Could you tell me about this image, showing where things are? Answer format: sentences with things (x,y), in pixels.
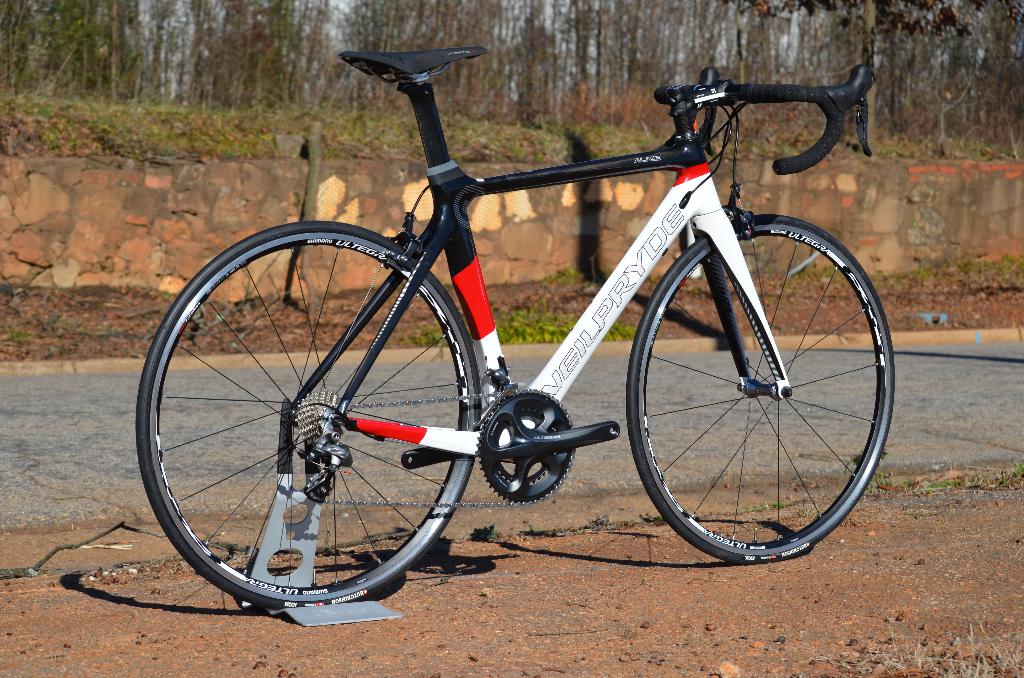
In this image we can see a bicycle (419,437) on the ground (609,655), there are some trees (327,72), grass (212,131) and leaves (124,321) on the ground (544,629), also we can see the road (846,403) and the sky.
